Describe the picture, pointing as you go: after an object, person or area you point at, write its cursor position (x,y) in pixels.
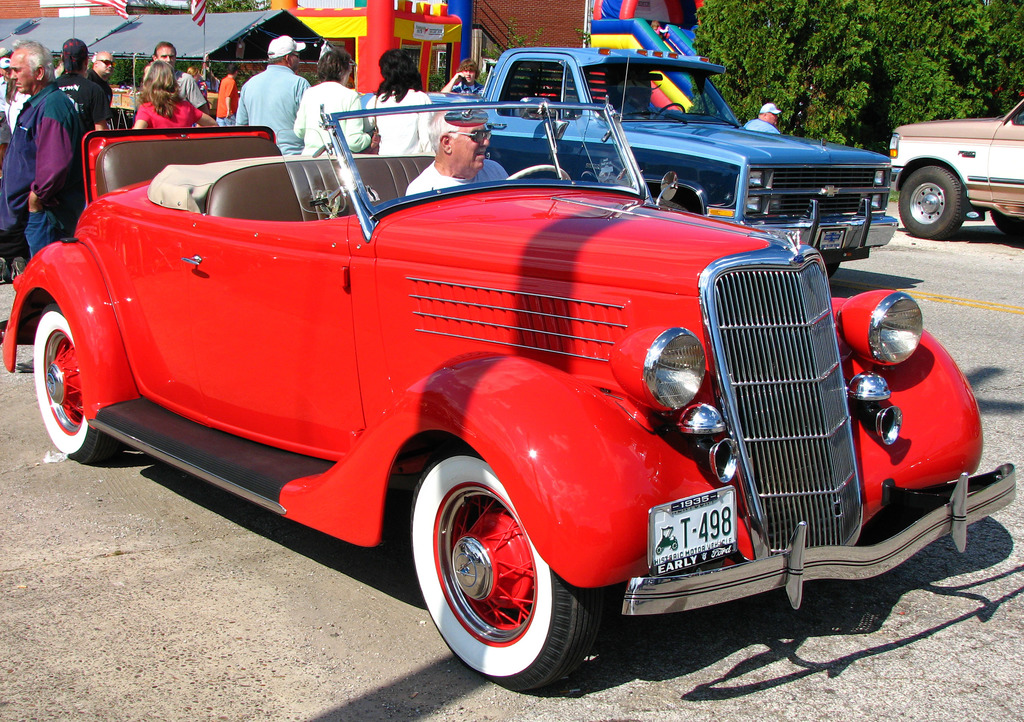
In this picture, there is a red car (359,413) in the center (402,331). It is facing towards the right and there is a man (426,185) riding the car (408,178). On the top left (257,75), there are people (330,52). Towards the left corner (80,181), there is a man (14,146) wearing a jacket (25,165). Towards the right (934,191), there are vehicles (834,152) which are in blue and white in color. In the background (226,56), there are people (291,52), buildings (492,43), flags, trees (760,74) etc.
